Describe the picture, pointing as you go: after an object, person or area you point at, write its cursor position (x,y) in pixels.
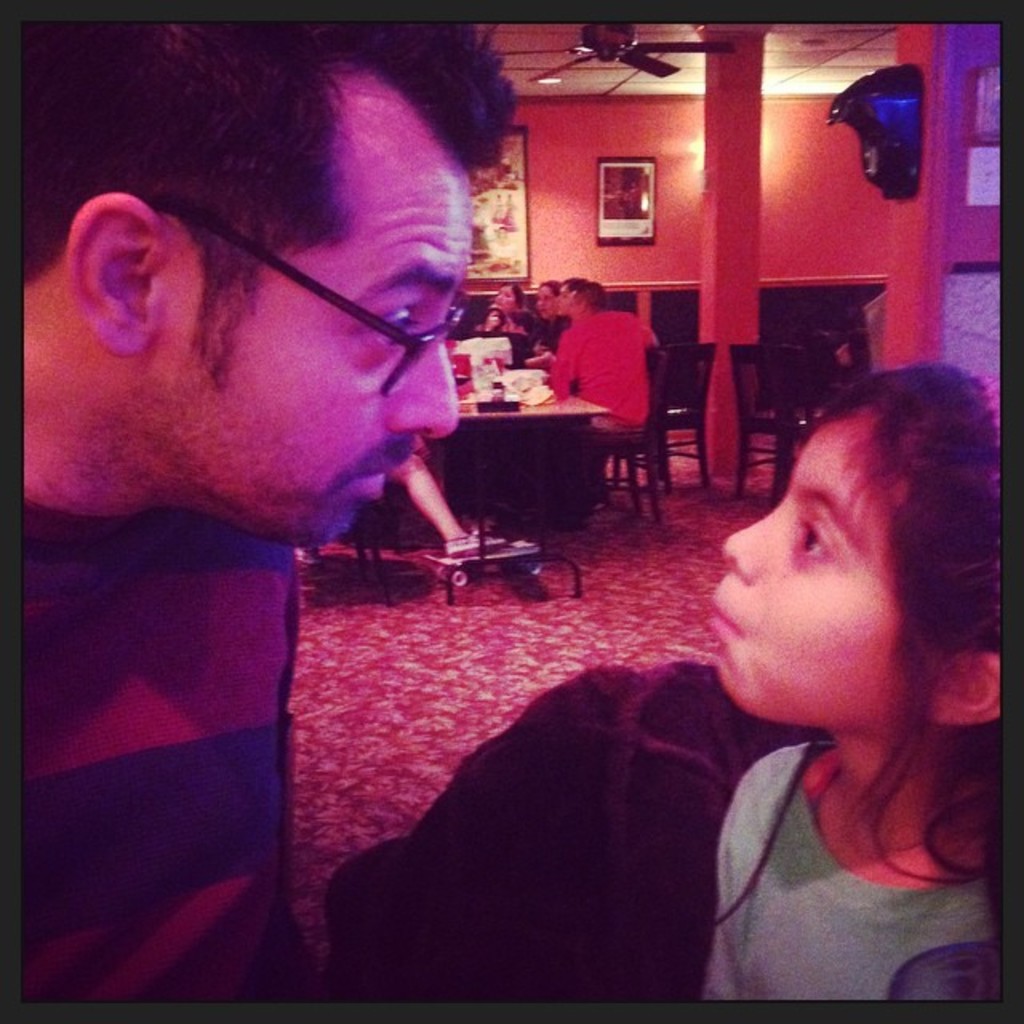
This picture shows people (575,350) seated on the chairs (618,444) and we see a table (547,408) and couple photo frames (610,198) on the wall (687,193) and we see a man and a girl (713,958) seated on the chairs (652,884) and we see a ceiling fan (668,72).
